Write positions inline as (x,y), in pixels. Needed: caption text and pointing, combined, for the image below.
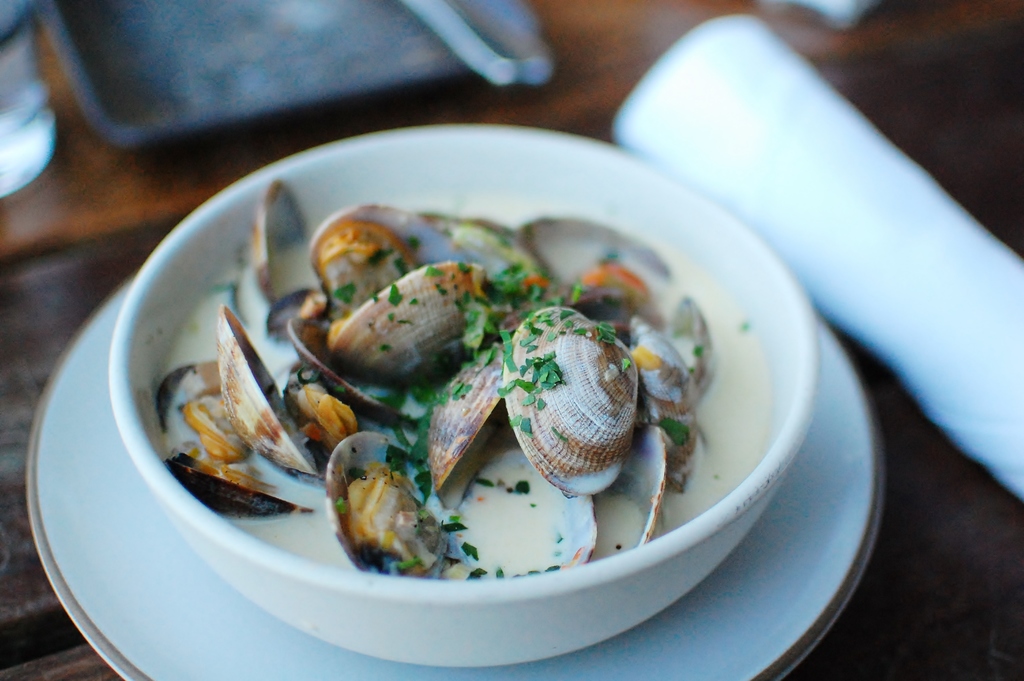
In this image I can see the bowl (431,170) with food (442,516). The bowl (592,593) is on the plate (713,601). To the side I can see the tray (344,60) and few more objects (17,55). These are on the brown color surface (877,592).
